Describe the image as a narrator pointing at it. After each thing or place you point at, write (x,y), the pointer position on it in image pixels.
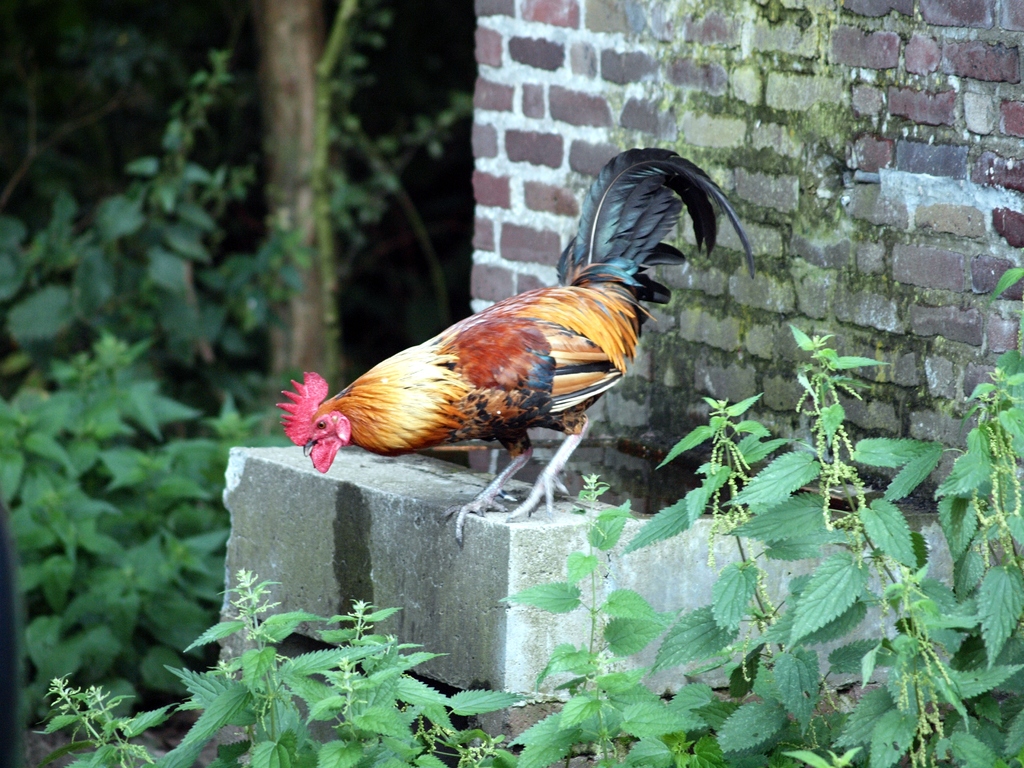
In this picture there is a hen (621,362) which is standing near to the brick wall (607,412). At the bottom (982,738) I can see many leaves (623,695). On the left (300,36) I can see the plants (7,236) and tree (298,188).
